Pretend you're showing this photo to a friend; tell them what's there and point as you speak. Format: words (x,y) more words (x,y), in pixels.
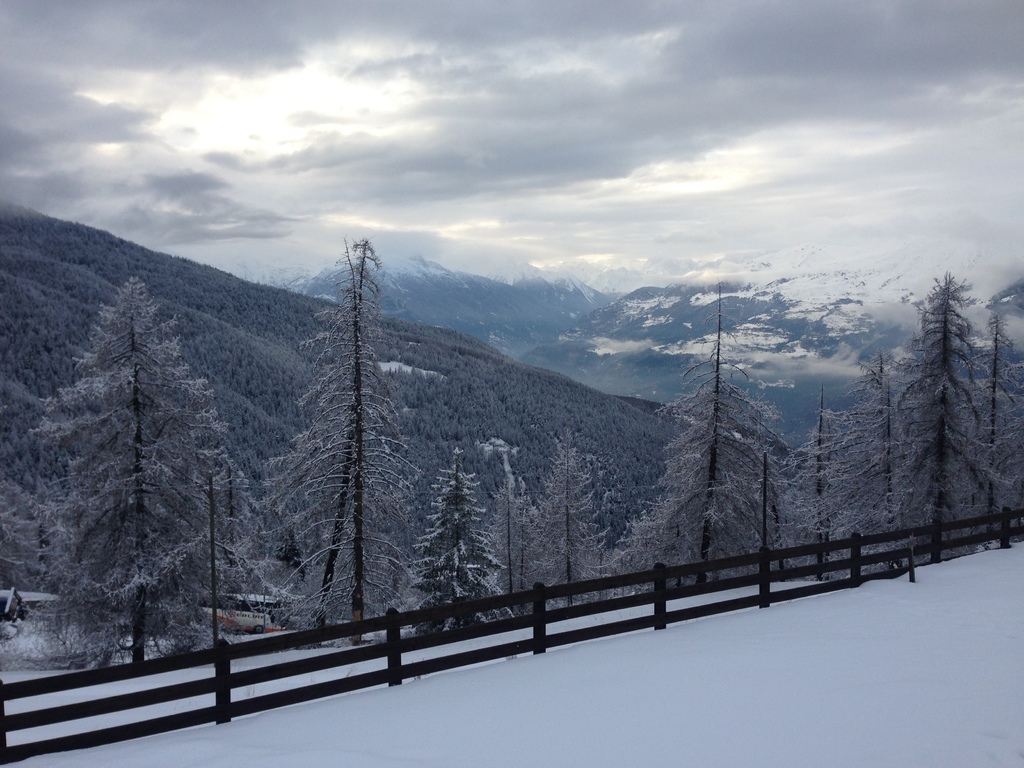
In the picture I can see the ground (669,672) is covered with snow (634,680) and there is a fence (570,632) beside it and there are trees (402,503) covered with snow (345,416) beside the fence (395,677) and there are mountains (701,304) covered with snow (761,299) in the background (483,266) and the sky (377,100) is cloudy.
